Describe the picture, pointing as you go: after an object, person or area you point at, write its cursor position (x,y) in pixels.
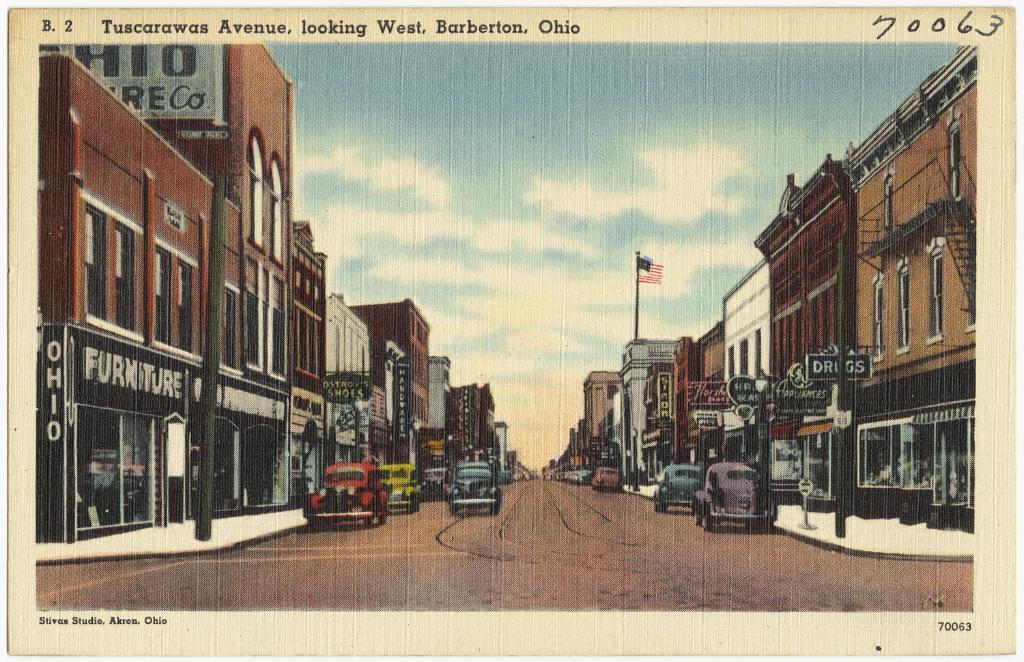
In the foreground of this cartoon image, there is a road (531,532) to which buildings (298,377), poles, cars (368,470), sign boards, a flag (652,274) are placed on either side to the road (558,485). In the background (495,151), there is the sky (483,114) and the cloud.
